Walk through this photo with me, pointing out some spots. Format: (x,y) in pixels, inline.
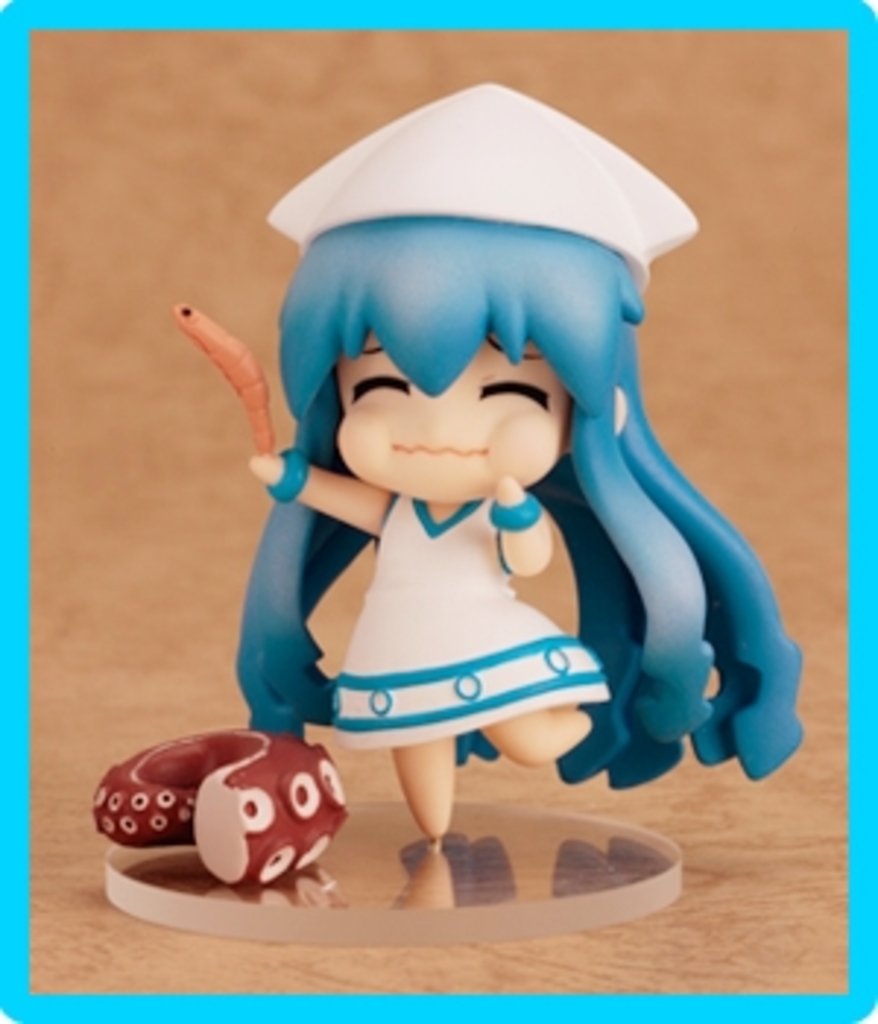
In this picture we can see a toy (419,441) on the platform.
